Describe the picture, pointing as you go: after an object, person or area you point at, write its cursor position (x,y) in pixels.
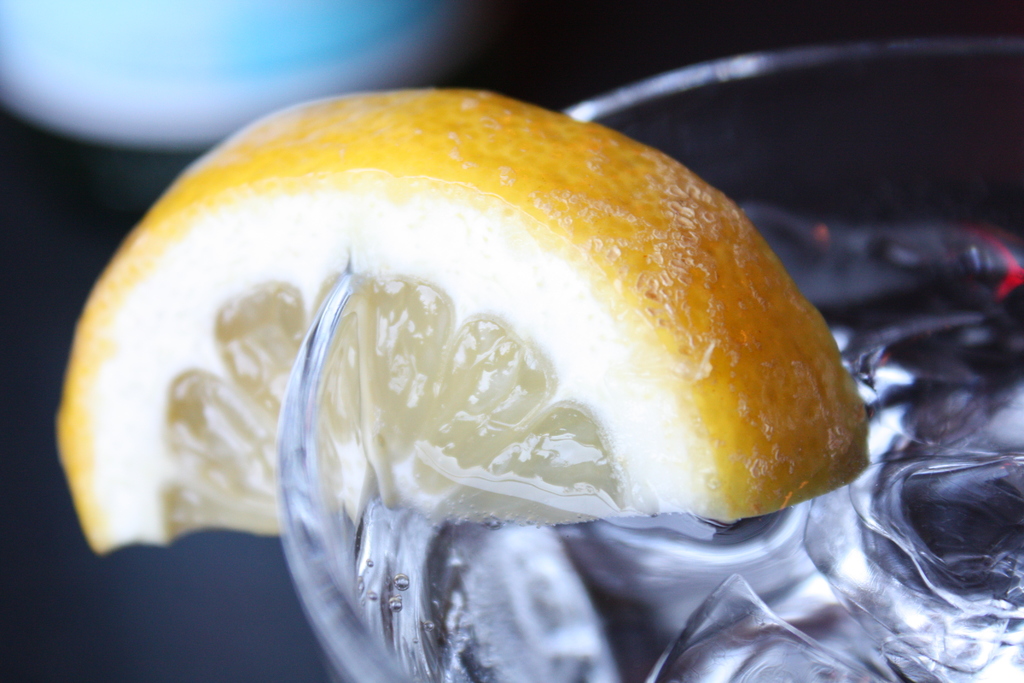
In this image I can see in the middle (677,236) there is a slice of lemon (473,314) which is attached to the glass (1000,155). On the right side (895,506) there are ice cubes (854,529).
